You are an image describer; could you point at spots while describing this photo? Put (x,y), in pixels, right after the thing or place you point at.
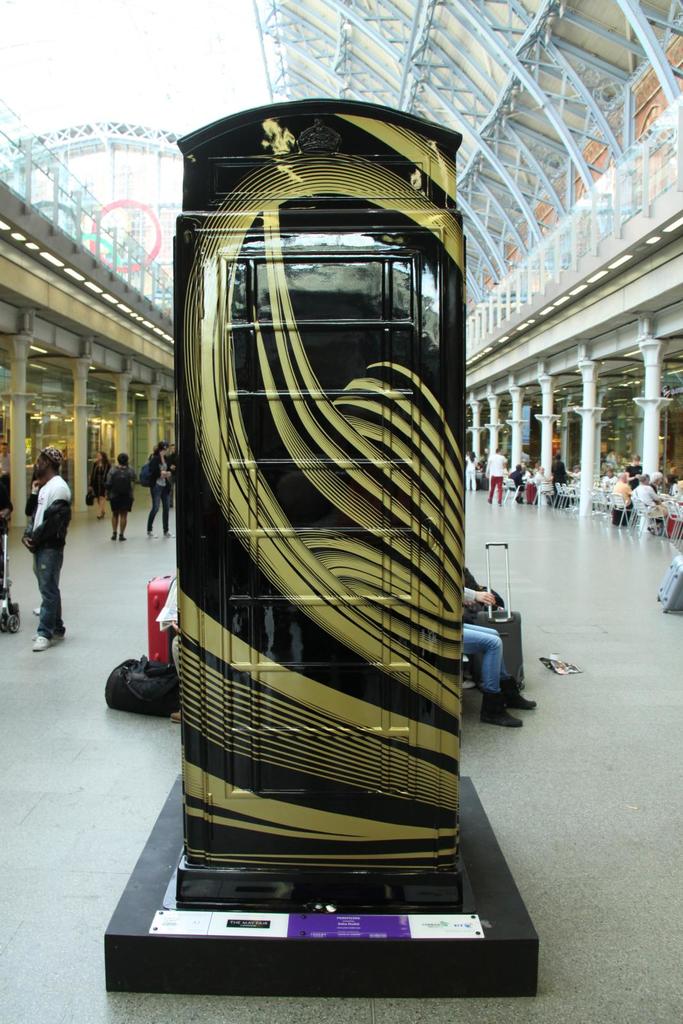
In the left side (167,500) a man (61,634) is standing and few people (167,500) are walking.
